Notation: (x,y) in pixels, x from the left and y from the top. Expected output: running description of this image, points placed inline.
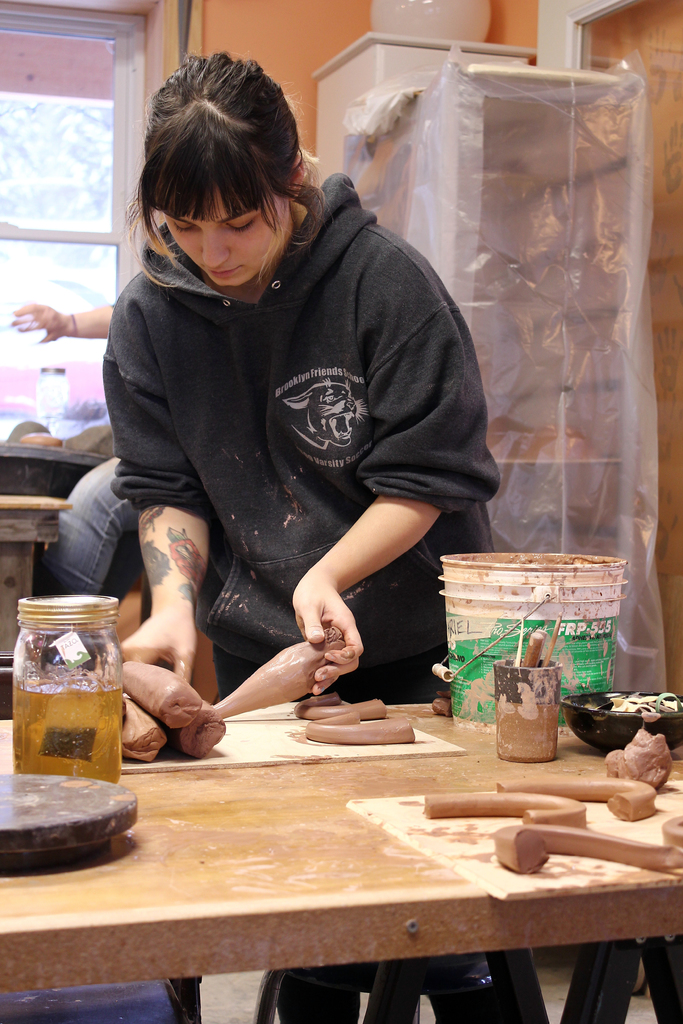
On the table (437,781) there is bottle (81,718), bucket (505,604) and woman (285,632) is standing near the table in background (65,285) there is window (66,236).
